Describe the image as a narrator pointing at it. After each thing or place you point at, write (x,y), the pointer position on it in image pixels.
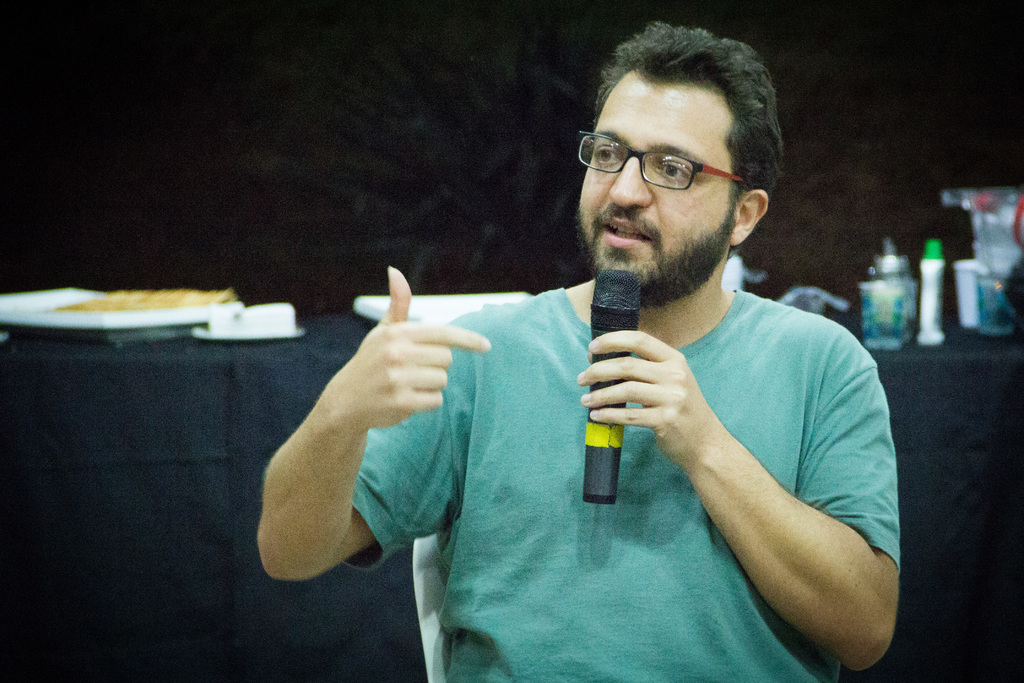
In this image, we can see a man (455,463) sitting on the chair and holding a mic (613,329) and wearing glasses (600,168). In the background (105,299), there are trays (195,314), food (144,299), a bottle (891,279) and some other objects (217,311) on the table (121,496).
